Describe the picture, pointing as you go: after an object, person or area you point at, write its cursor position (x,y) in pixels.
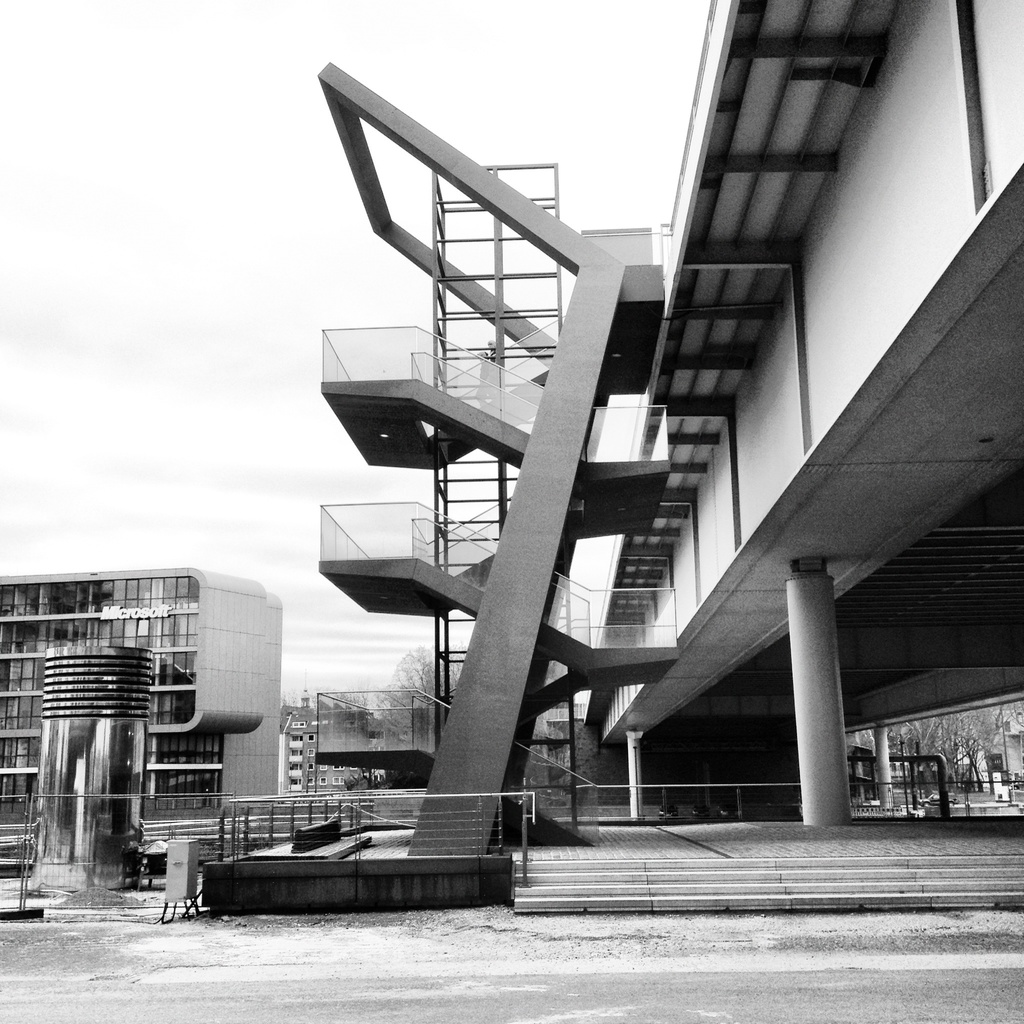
Here we can see a black and white picture. There are buildings (537,618), pillars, and trees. In the background (286,386) there is sky (675,173).
